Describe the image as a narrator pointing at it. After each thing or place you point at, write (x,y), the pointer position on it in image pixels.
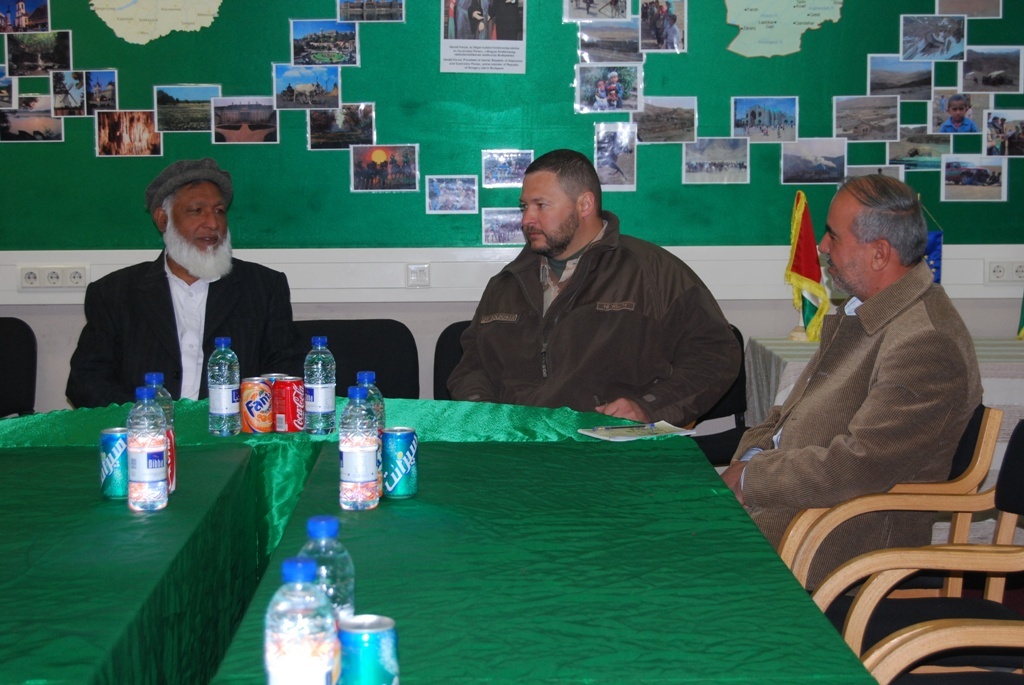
There are three persons (778,420) sitting on the chairs (388,373). This is table (440,557). On the table (186,472) there are bottles (325,657) and tins (297,408). On the background (588,131) there is a wall (890,10) and these are the posters (936,48).
